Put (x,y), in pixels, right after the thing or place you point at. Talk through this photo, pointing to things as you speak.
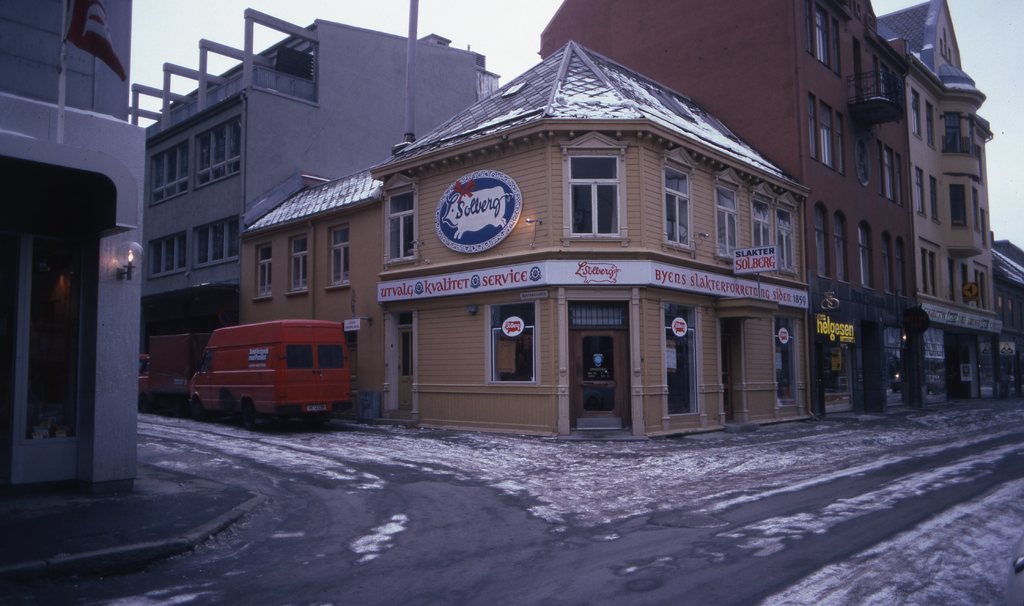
In this image we can see few buildings (429,170), vehicles (219,355) on the road (295,431), there is a light (134,257) to the building (115,381), boards (743,283) attached to the buildings (589,251) and the sky (480,17) in the background (236,24).
